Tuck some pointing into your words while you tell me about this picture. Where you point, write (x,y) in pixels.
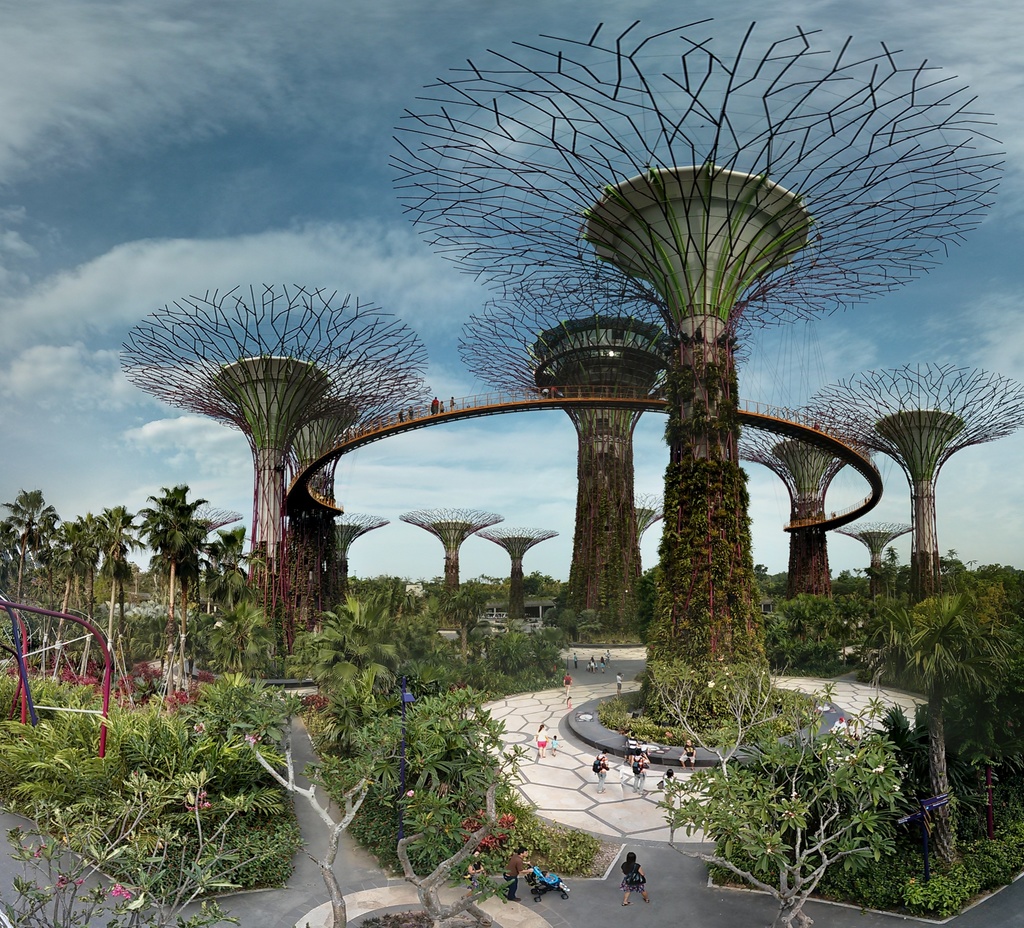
In the center of the image (582,534) we can see pillars (609,585) and there are trees (922,655). At the bottom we can see people (630,749). At the top (368,99) there is sky (368,99).
